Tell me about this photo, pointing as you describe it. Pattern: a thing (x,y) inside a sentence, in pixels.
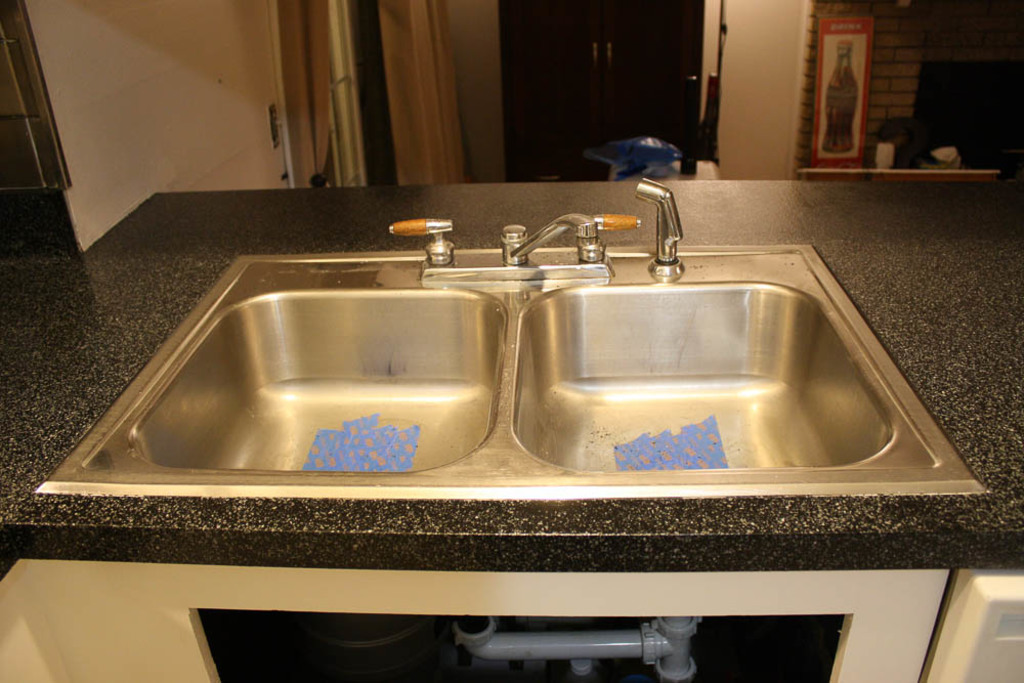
In this picture we can observe two sinks (565,356). There are tapes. We can observe a door (551,44). There is a curtain (419,88) on the left side (331,22). There is white color pipe (578,646) under the sinks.
